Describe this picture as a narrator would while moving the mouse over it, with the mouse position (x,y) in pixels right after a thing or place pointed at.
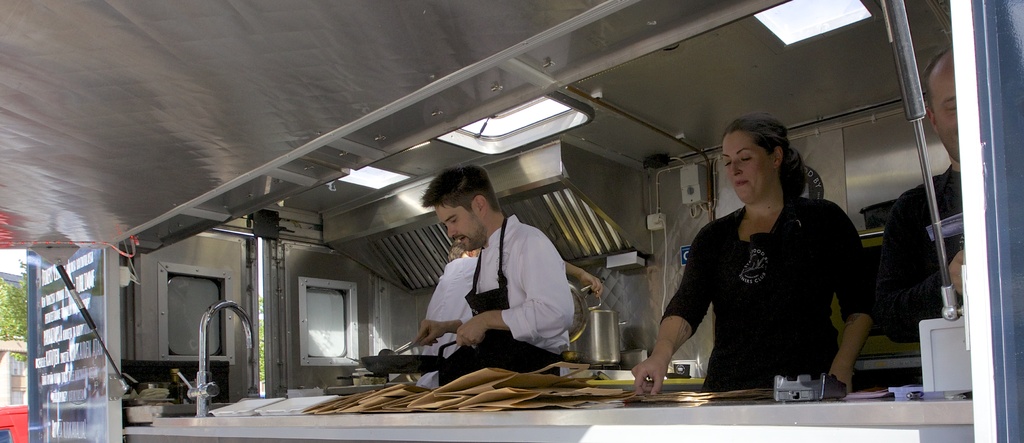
In this image I can see group of people (847,281) standing. In front (522,236) the person (513,248) is wearing white and black color dress (509,273) and holding some object (402,350). In front (214,386) I can see the pan (403,365) and few objects (300,404) and I can also see the tap (200,383). In the background (17,293) I can see few plants (9,297) in green color and the sky (12,260) is in white color.
